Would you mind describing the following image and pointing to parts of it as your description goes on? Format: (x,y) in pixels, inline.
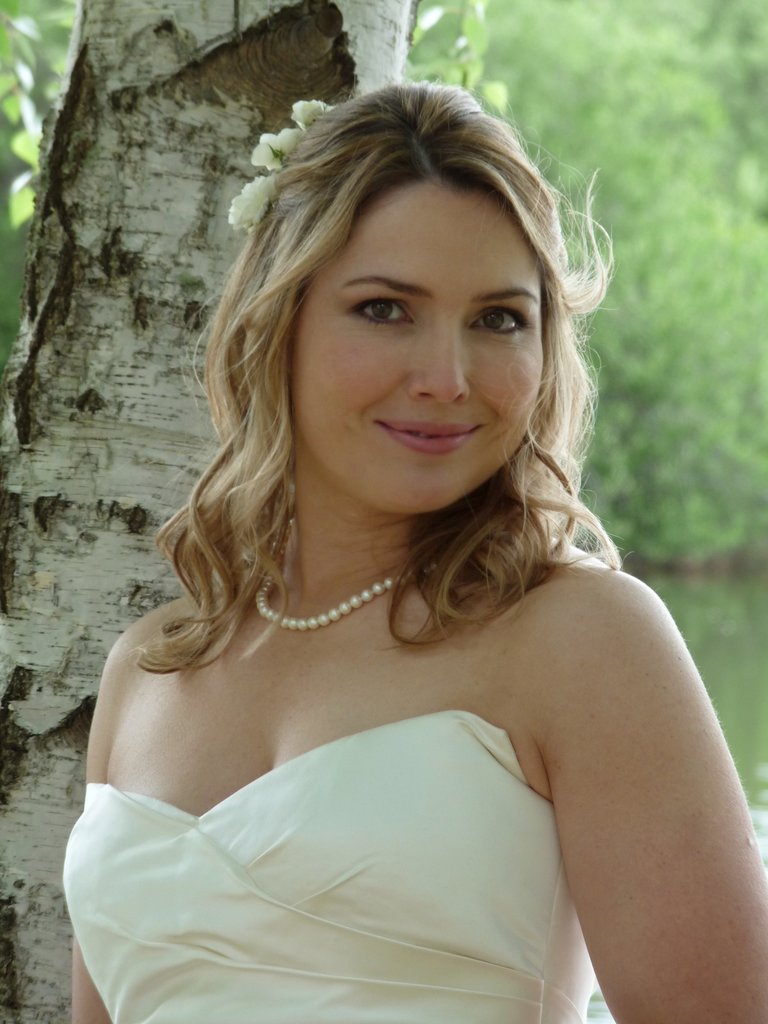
In this image I can see the person (269,766) and the person (342,898) is wearing white color dress (446,846). Background (647,237) I can see the trees (562,80) in green color.
